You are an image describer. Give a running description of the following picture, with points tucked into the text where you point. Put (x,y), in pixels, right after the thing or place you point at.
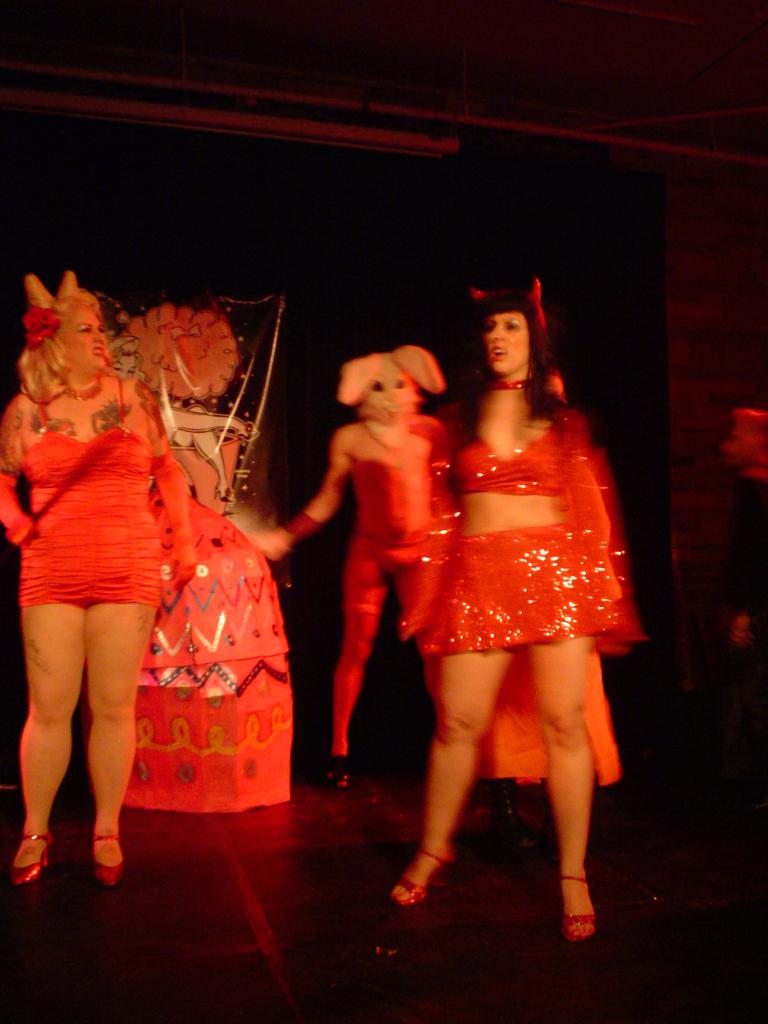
In this image I can see people (400,519) are standing on the floor (292,865). They are wearing costumes (122,553). The background of the image (301,756) is dark.
